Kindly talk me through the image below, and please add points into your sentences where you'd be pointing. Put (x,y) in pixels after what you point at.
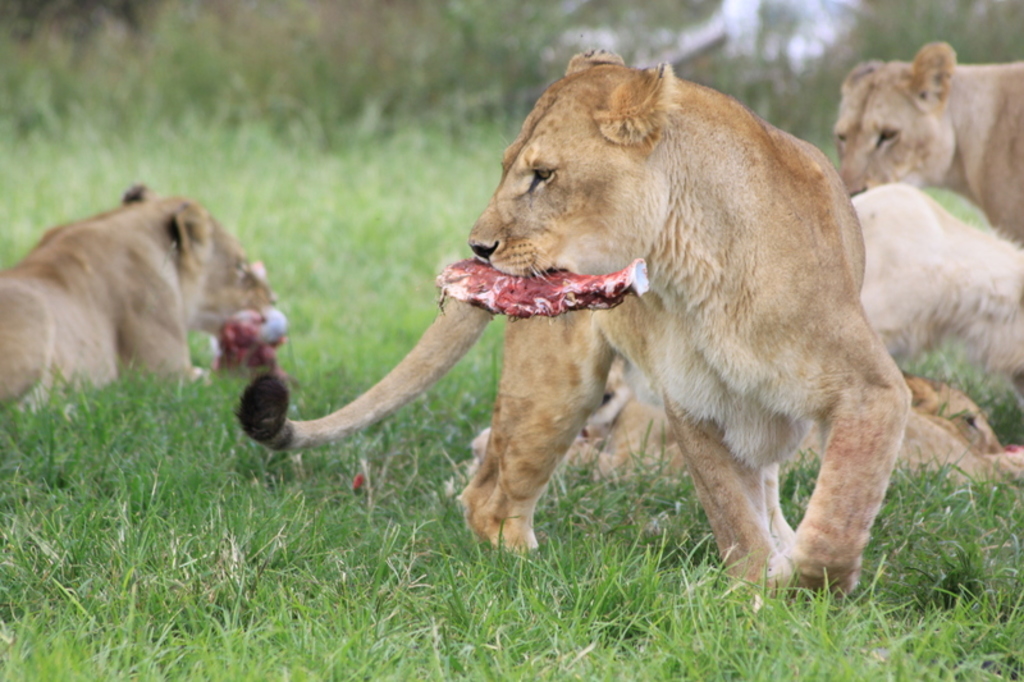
In this image I see a lion (678,238) which is on the grass (187,584) and it has meat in the mouth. In the background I see few lions (1016,107).
